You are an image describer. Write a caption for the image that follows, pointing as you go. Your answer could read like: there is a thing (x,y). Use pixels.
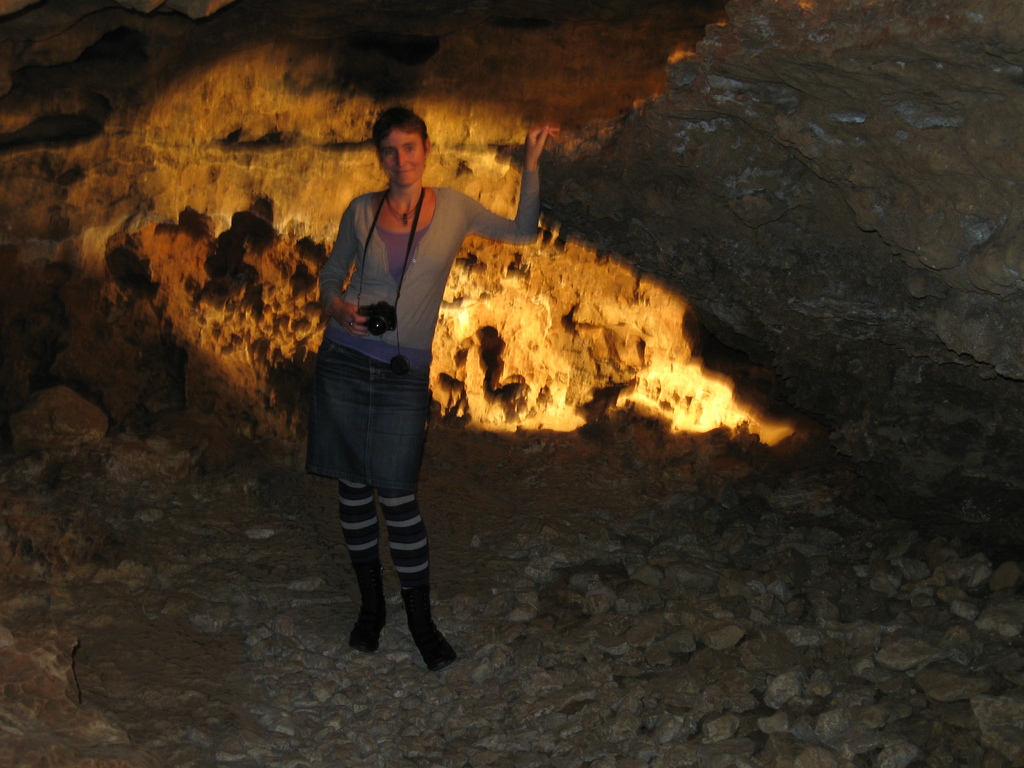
In this image we can see a woman (396,416) standing on the ground (429,530) holding a camera (378,328). We can also see the rock (250,354) and some stones (492,594).
